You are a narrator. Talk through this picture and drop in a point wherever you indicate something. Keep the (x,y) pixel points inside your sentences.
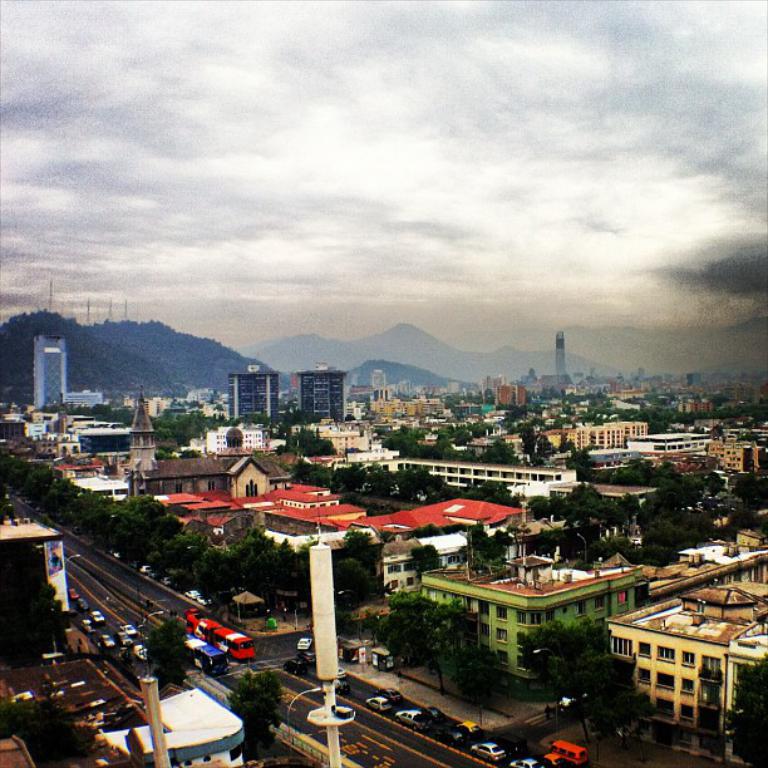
This image might be taken in the city (309,717). In this image we can see buildings (242,399), hills (162,377), trees (399,484), cars (206,598), roads (153,603), poles (323,587) and vehicles (505,739). In the background (425,233) there is sky (395,174) and clouds (315,138).
